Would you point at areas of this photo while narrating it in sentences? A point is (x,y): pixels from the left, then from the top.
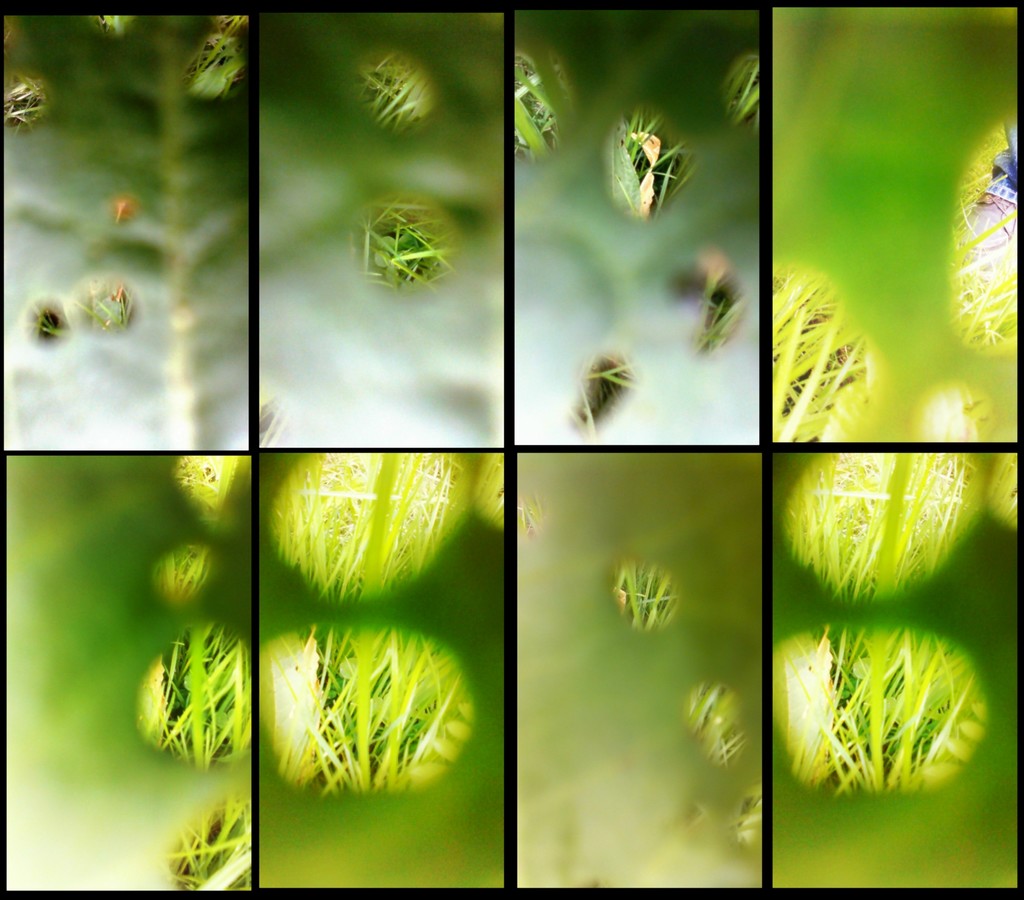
This is a collage image. In this image I can see the grass (403,503). This image is blurred.
